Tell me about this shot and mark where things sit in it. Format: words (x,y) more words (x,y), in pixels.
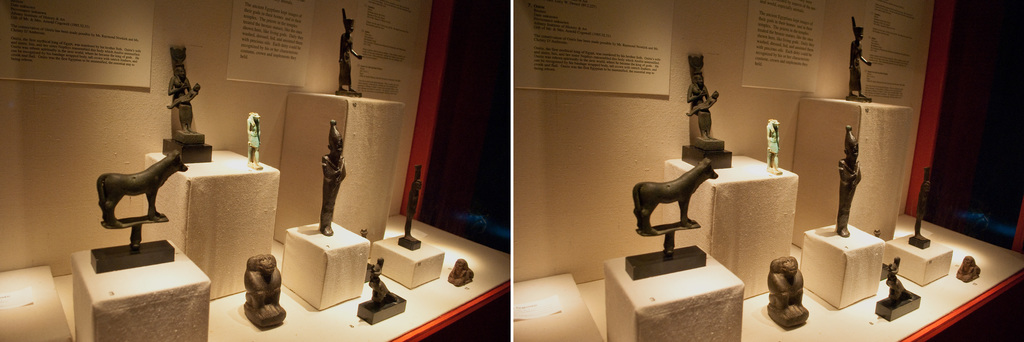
This image is a collage. In this image we can see a table (289,332) and there are sculptures (325,209) placed on the table (265,336). There are boards (580,85) placed on the walls (541,254).
